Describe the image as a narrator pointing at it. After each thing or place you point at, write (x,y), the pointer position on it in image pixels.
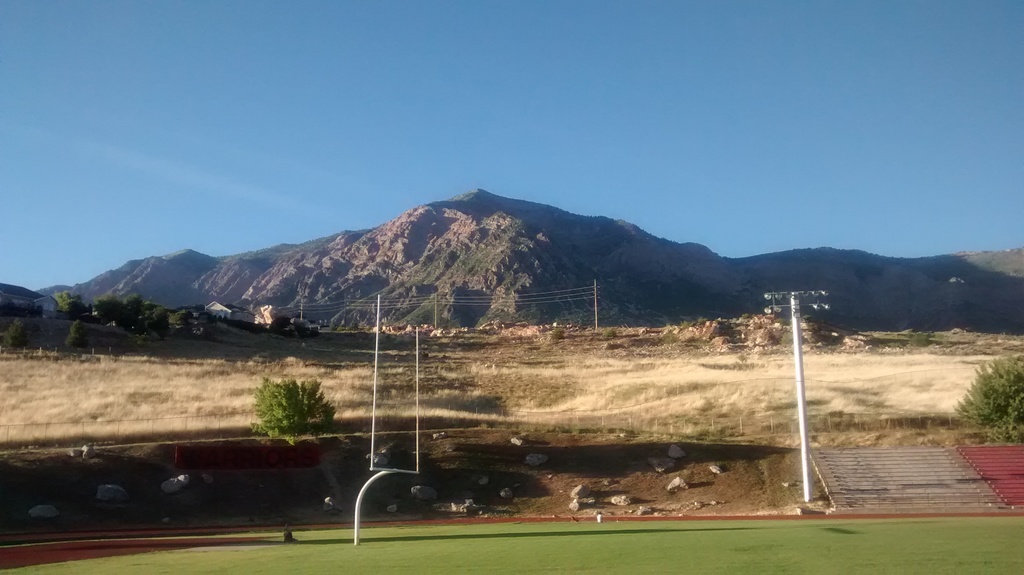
In this picture I can see hill (377,293) and few houses (236,315) and trees (289,419) and grass (398,544) on the ground (788,504) and pole lights (798,354) and a blue sky (633,133).
